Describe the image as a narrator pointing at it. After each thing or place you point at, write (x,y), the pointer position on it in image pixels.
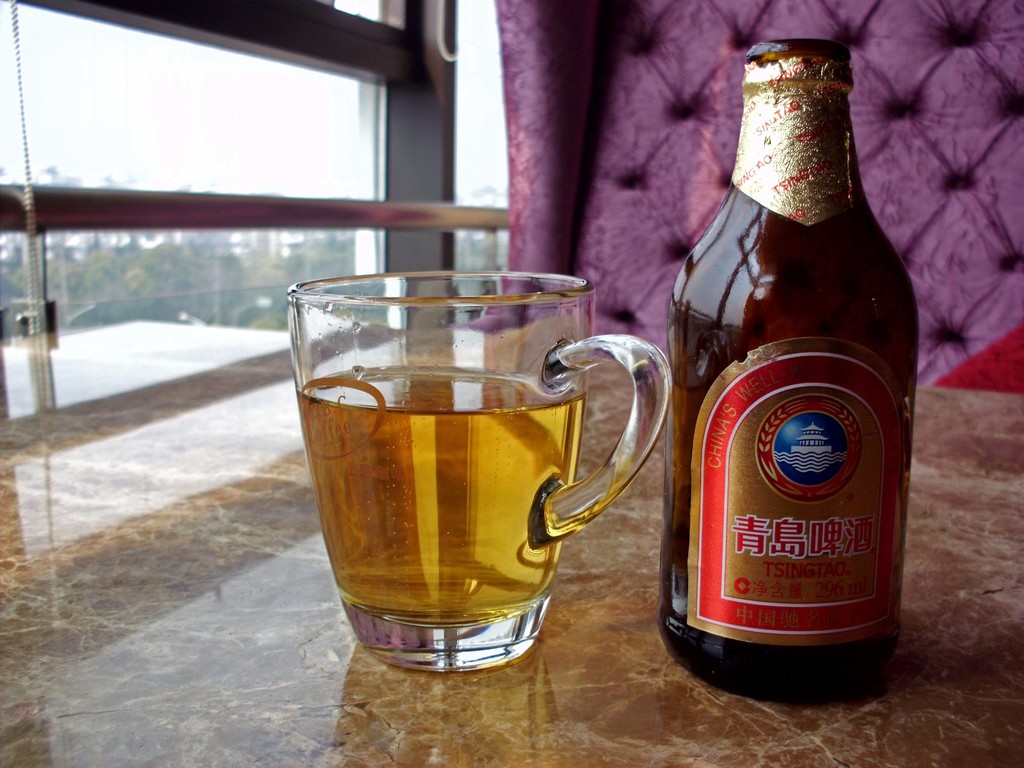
in the picture we can see a bottle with beer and a glass (547,335) with beer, in the background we can see a window (328,116), from the window (343,122) we can see trees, and just beside to that window (124,163) we can see a cushion (605,283).
